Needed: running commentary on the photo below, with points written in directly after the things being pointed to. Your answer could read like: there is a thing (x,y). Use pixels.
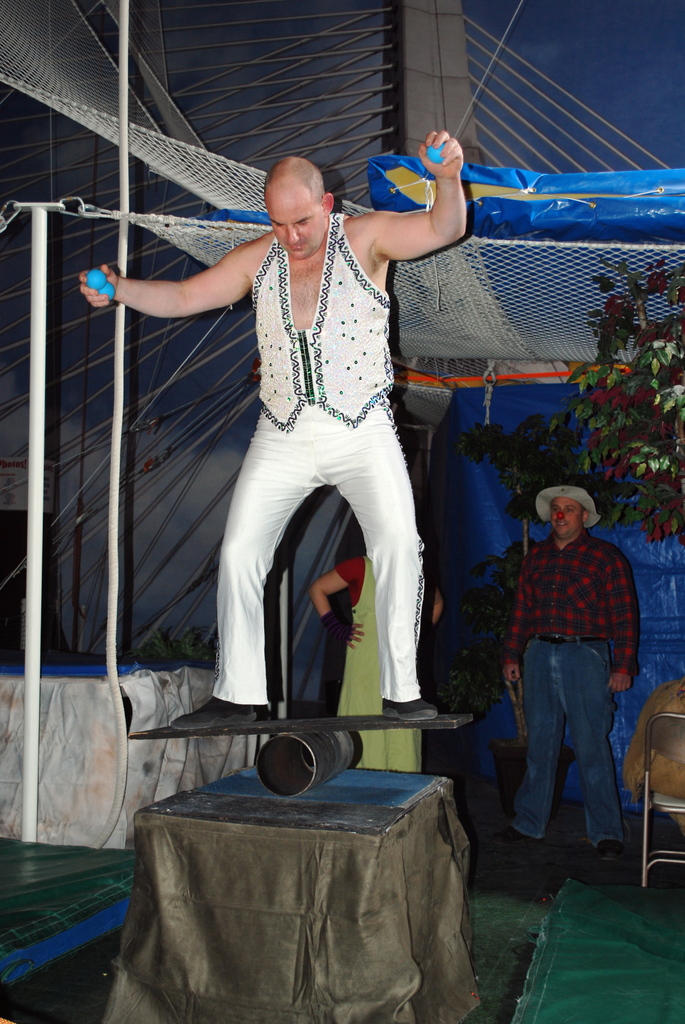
In this image we can see a person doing some performance and holding balls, and at the back (369,706) there are two people (615,800) standing.
